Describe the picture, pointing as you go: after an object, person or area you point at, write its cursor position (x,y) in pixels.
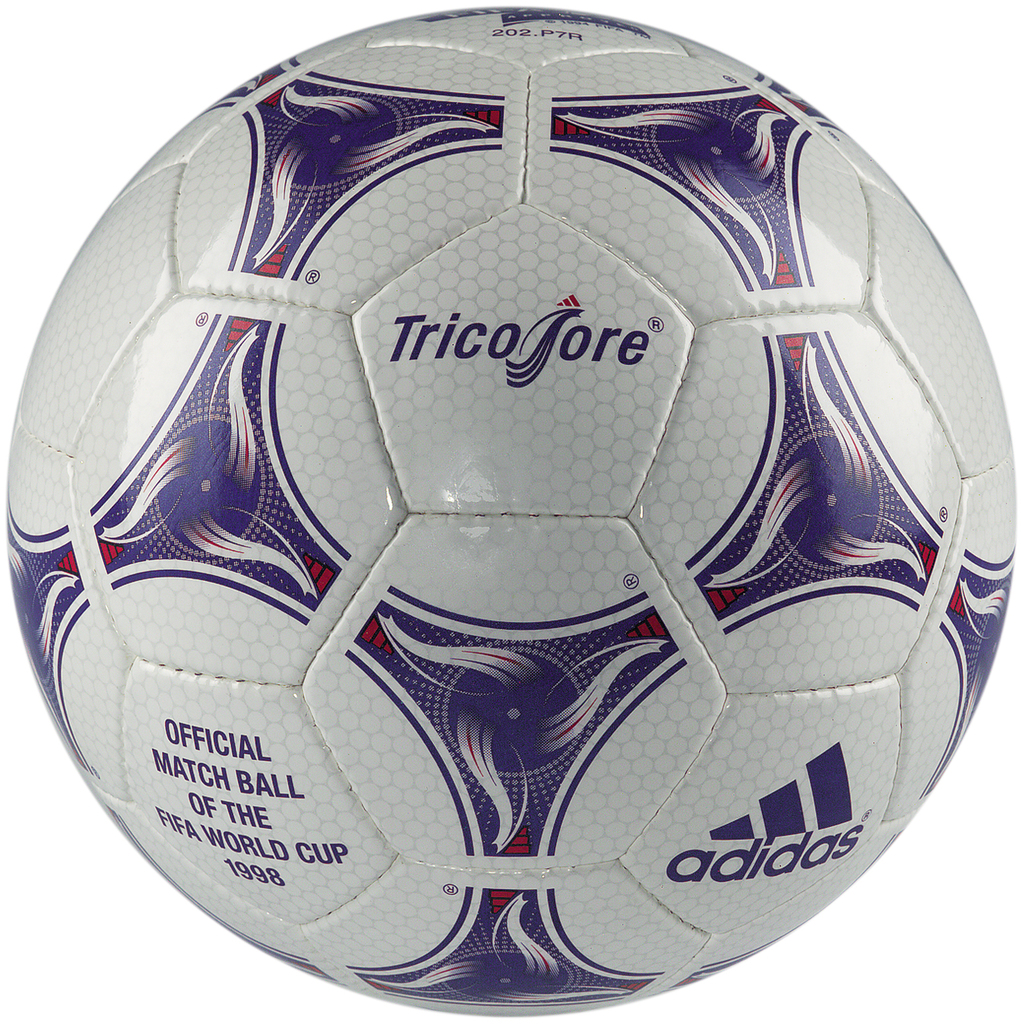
There is a football (454,722) with something written on that. Also there is a logo (759,804). In the background (41,74) it is white.
